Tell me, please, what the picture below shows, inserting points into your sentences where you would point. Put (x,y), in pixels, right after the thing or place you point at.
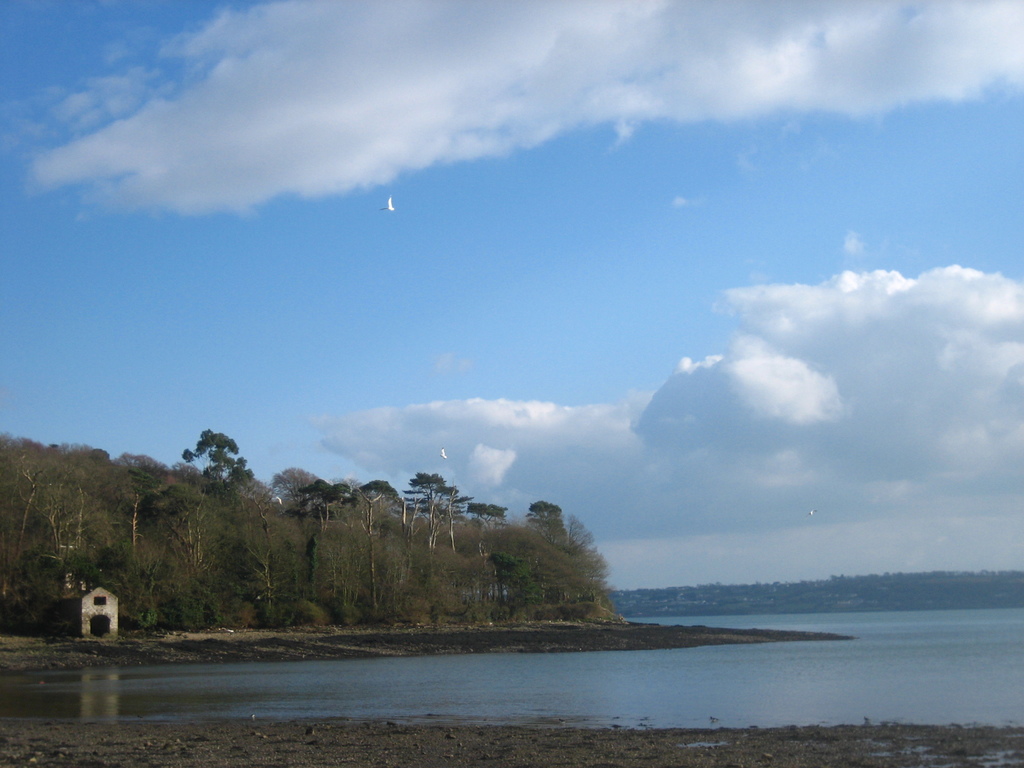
In this image we can see some trees (147,602), house (103,605) on the sea shore (838,736), mountains (1012,587), also we can see the clouded sky (781,579).
